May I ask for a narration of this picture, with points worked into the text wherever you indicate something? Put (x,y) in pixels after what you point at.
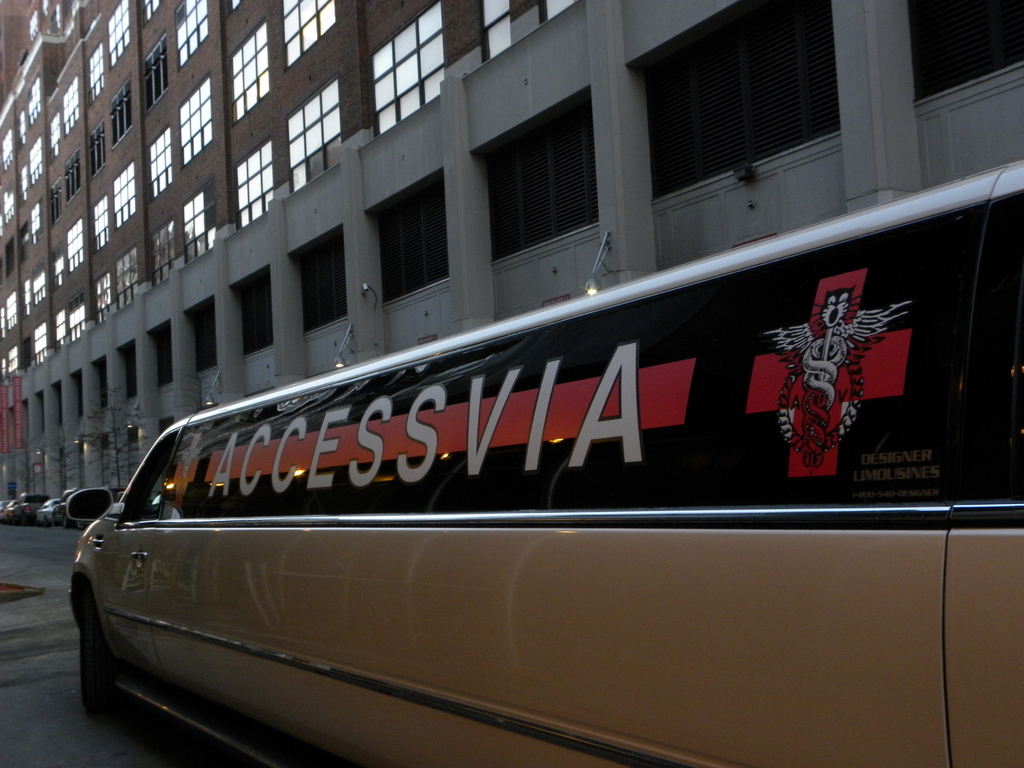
This picture is clicked outside. In the foreground (209,596) we can see the text (635,429) and some pictures (806,369) on the vehicle (643,591) which seems to be the car (464,614). In the background (320,214) we can see the building (159,148) and we can see the windows (409,29), window blinds (760,51) of the building (435,214) and we can see the wall mounted lamps (608,237) and group of vehicles (28,518) and some other objects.
